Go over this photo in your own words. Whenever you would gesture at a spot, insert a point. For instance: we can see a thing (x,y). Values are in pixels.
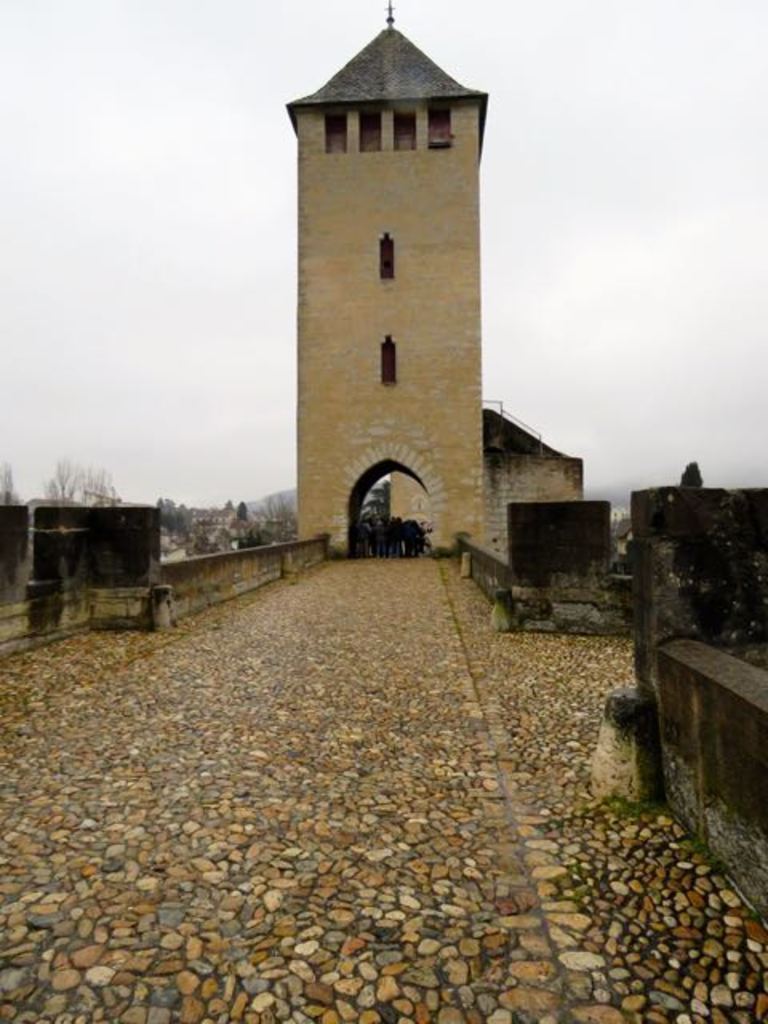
In this image I can see a building tower (360,450), a wall (141,597) and some other objects (217,510). In the background (232,470) I can see trees (190,532) and the sky (110,272).
